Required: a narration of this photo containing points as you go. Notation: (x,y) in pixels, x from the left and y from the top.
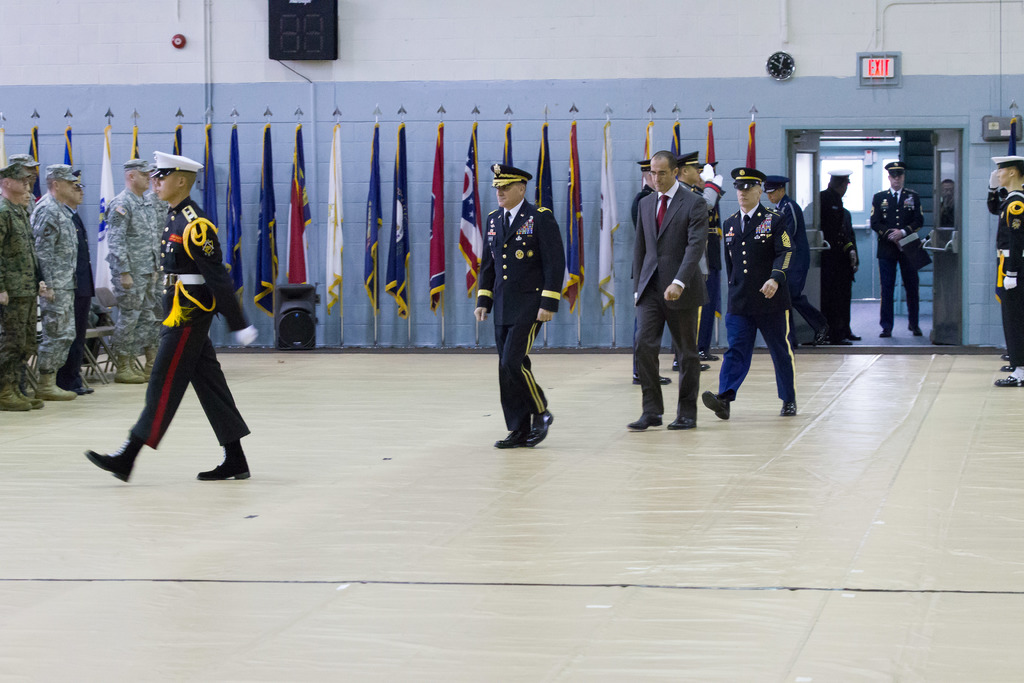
In the image there are many people (557,252) with uniforms (748,311) and caps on their heads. There are few people (688,276) walking. Behind them there are speakers (299,319), flag poles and a clock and an exit board (891,74) on the wall (851,90). And also there are doors (940,187). Behind the doors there are few people (838,210) standing.
